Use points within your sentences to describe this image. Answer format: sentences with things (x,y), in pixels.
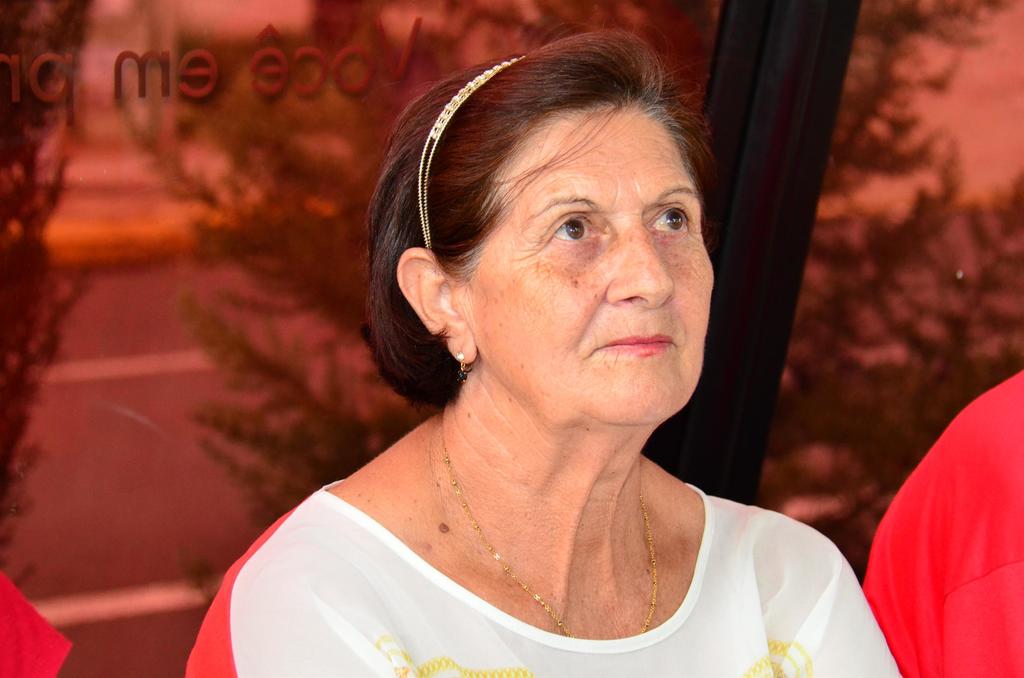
In the middle of the picture (536,324), we see the old woman (489,480) is wearing a white dress (766,608). She is not smiling. Behind her, we see a glass window (194,297) from which we can see trees (826,297). Beside her, we see a red color cloth (904,583).
